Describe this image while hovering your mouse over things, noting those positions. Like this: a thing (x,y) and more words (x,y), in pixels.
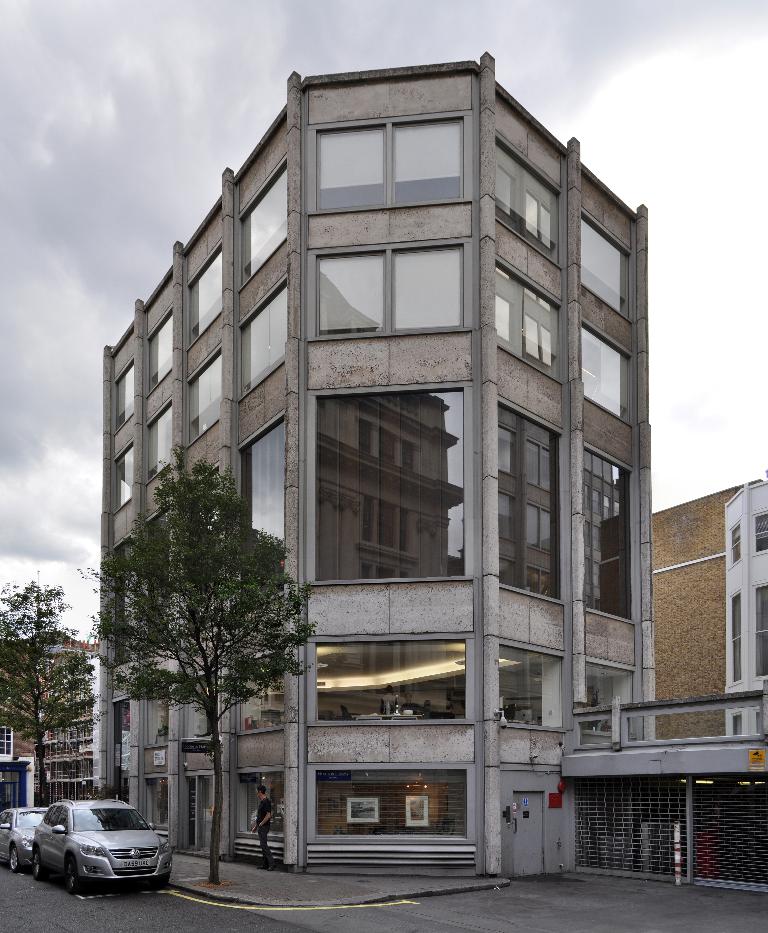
In the picture there is a building (484,570) and beside the building (526,280) there are two vehicles (87,850) and there are two trees (9,680) on the footpath (179,863).
